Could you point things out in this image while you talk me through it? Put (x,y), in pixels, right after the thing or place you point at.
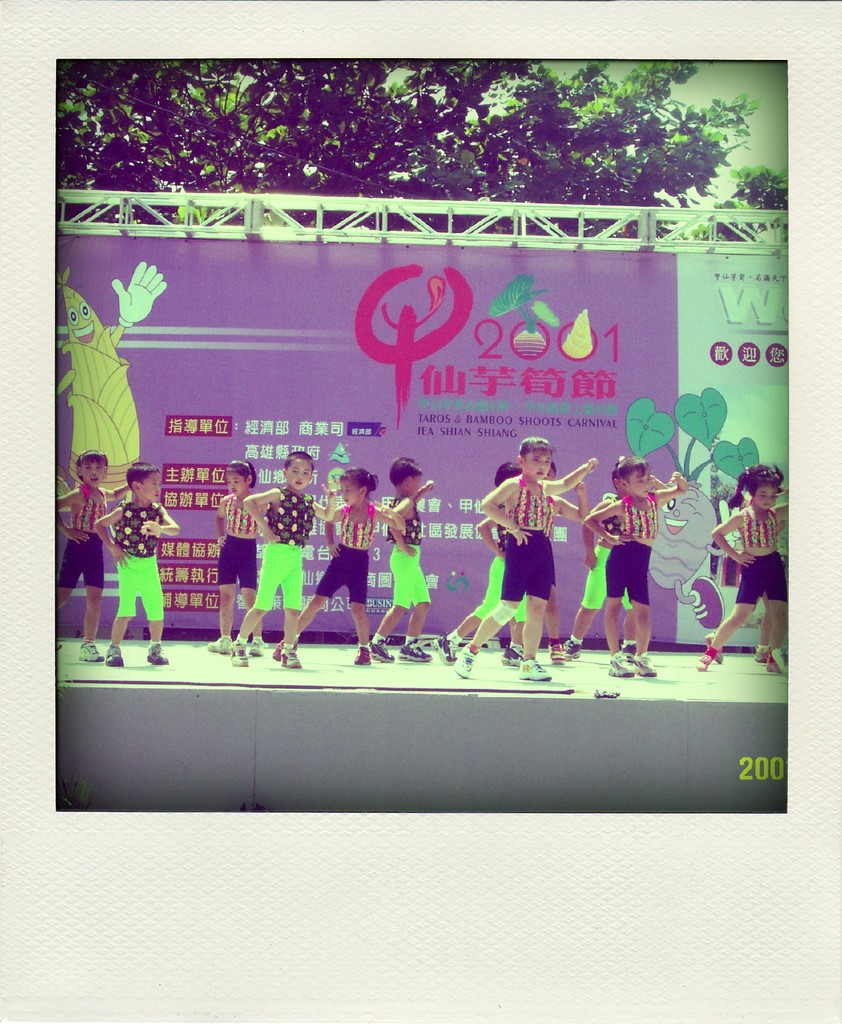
In this image I can see the group of people (408,579) standing on the stage (207,660). These people (621,603) are wearing the different color dresses (420,555). In the background (290,393) I can see the banner (425,386) which is colorful. I can also see the trees (531,122) and sky (760,125) in the back (553,188).
